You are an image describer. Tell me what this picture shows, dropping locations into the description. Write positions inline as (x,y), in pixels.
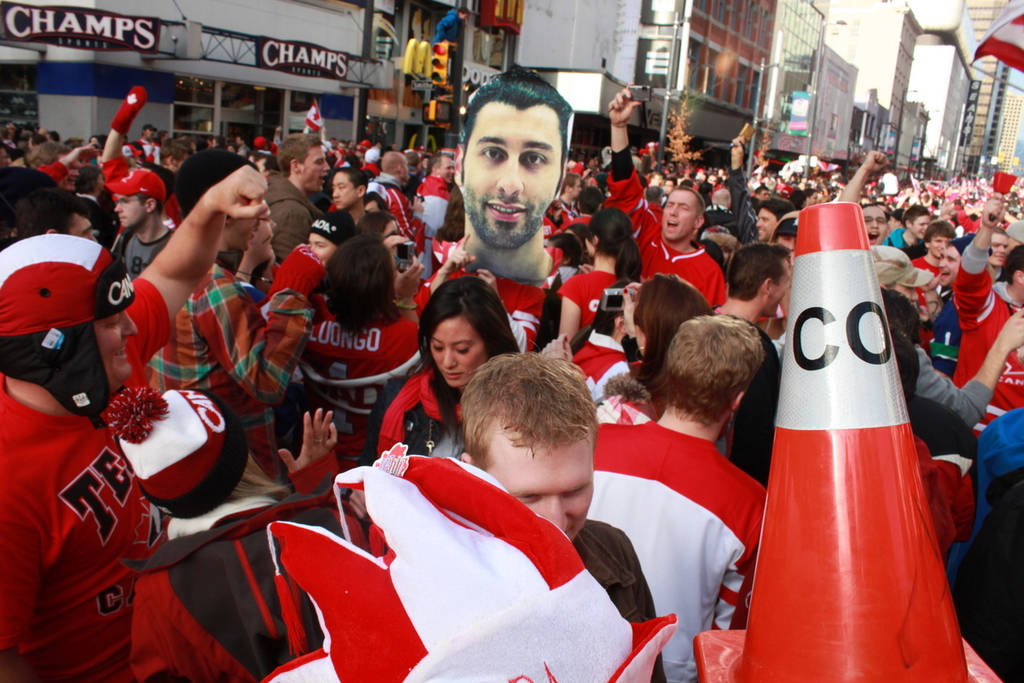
In this image there are groups of people (647,292), there are buildings (716,71), there is a traffic light (437,72), there is a flag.
